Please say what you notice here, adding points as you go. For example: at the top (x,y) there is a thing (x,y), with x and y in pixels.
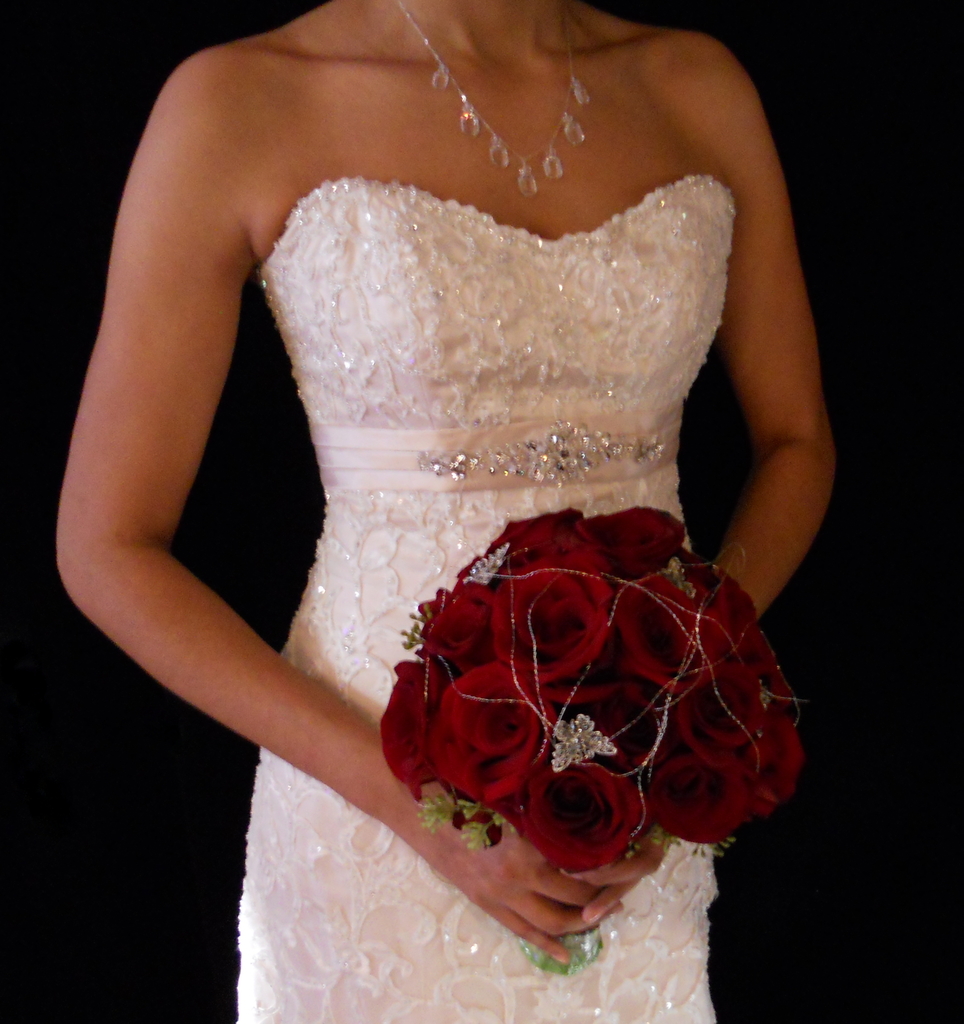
In this image, we can see a person (598,115) whose face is not visible wearing clothes (406,385) and holding a bouquet (569,685) with her hands (578,881).
